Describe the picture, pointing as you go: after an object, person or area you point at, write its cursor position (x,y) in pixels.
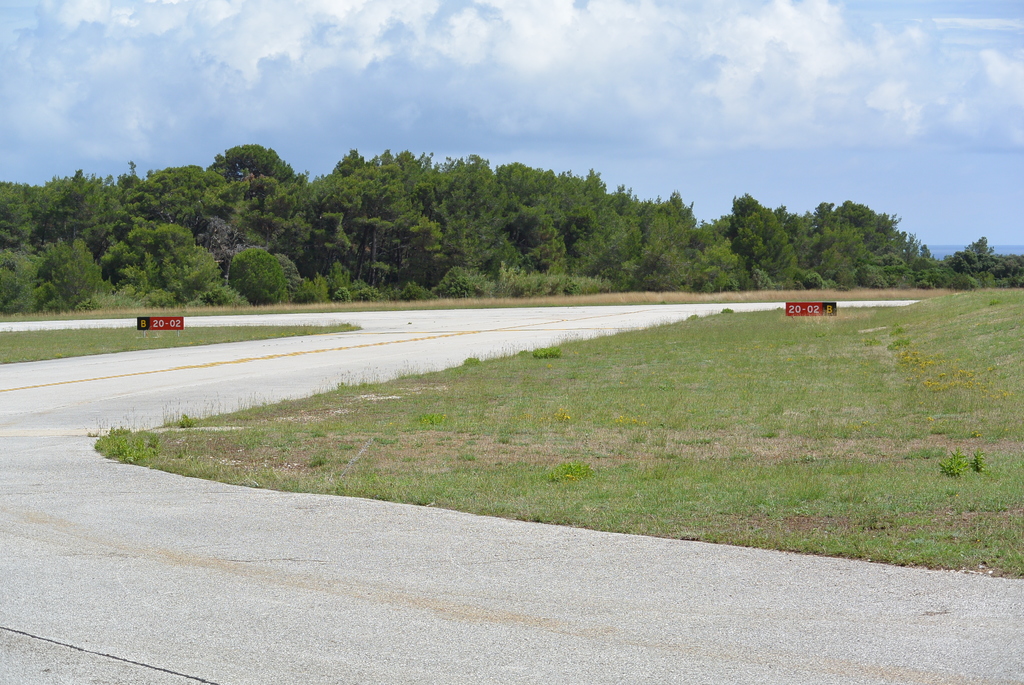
In this image I can see the road (106,410). To the side of the road (345,376) I can see the grass (568,389) and there are some red color boards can be seen. In the background (327,242) I can see many trees (327,242), clouds (576,87) and the sky (473,123).
